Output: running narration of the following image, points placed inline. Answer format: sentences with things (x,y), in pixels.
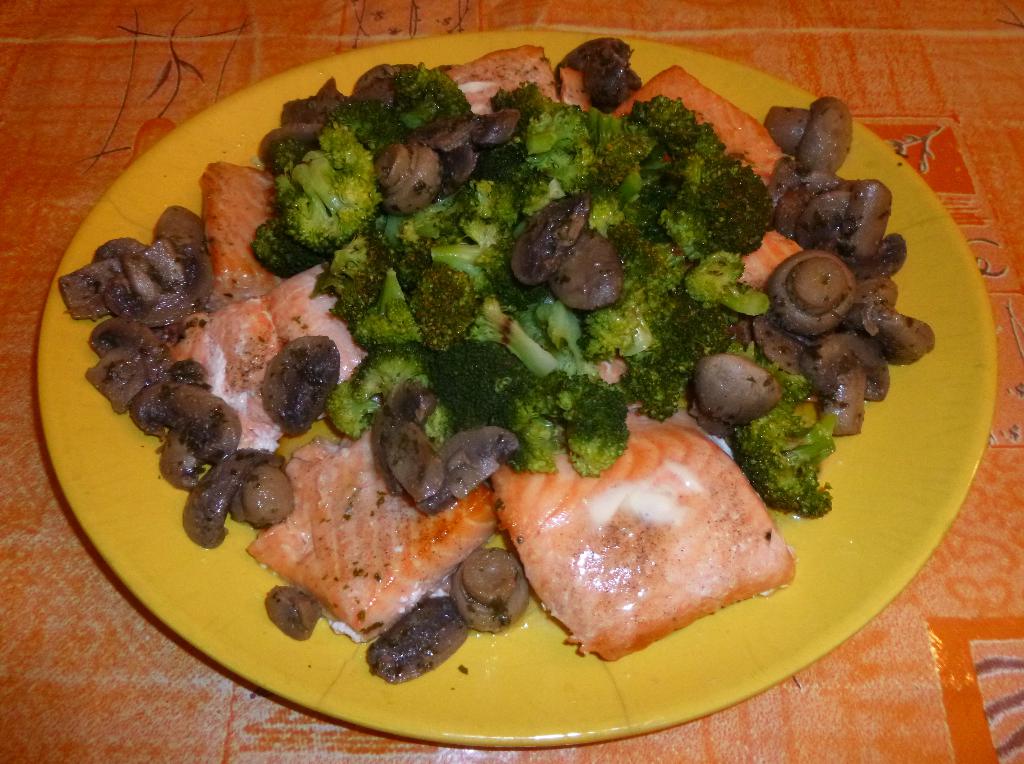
This image consists of a food (547,427) kept in a plate (569,666). The plate (592,692) is in yellow color. At the bottom (222,735), it looks like a table (241,749).
